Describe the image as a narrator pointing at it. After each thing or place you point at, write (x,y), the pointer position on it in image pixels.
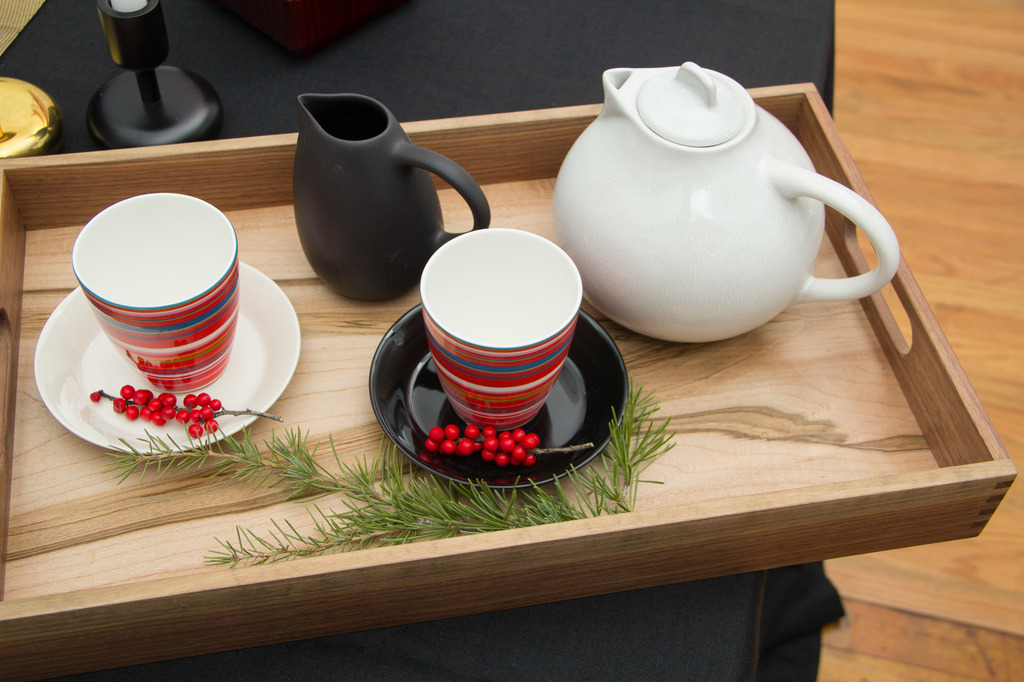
In this image we can see a black cloth (508,28). On that there is a black color object (125,110) and wooden box (136,495). On the wooden box (351,388) there is a stem (565,496), mugs (364,185) and saucers (263,344). On the saucers (271,388) there are cups (455,358) and a decorative item (200,411). And the black cloth (764,40) is on a wooden surface (907,176).
